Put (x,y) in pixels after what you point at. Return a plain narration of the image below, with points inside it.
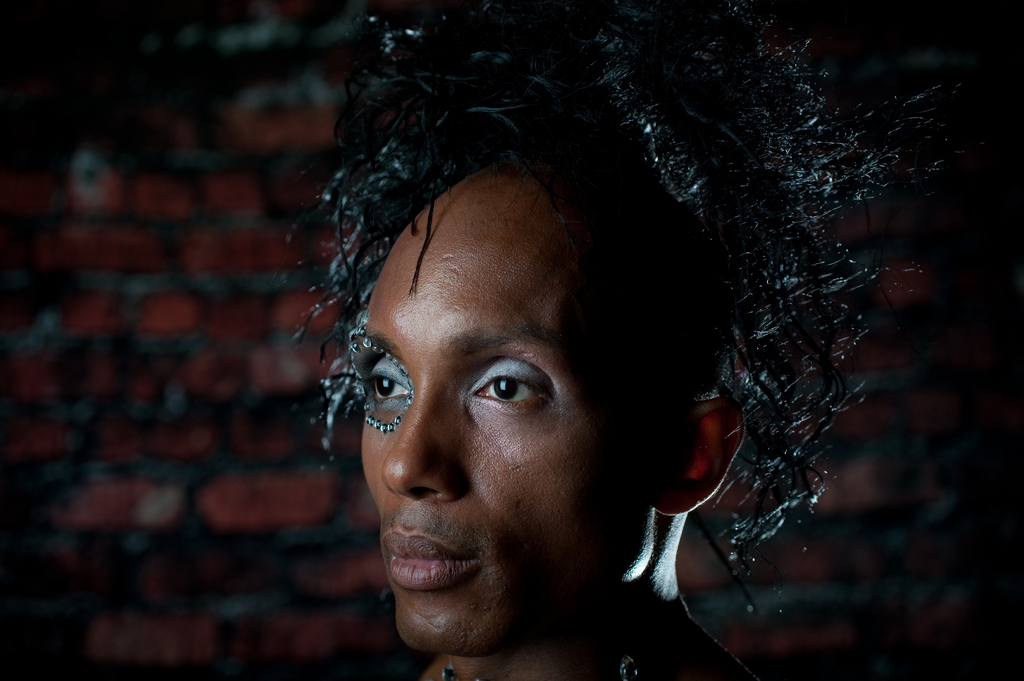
In this image I see a face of a man (685,386) and I see that it is blurred in the background (243,269).
